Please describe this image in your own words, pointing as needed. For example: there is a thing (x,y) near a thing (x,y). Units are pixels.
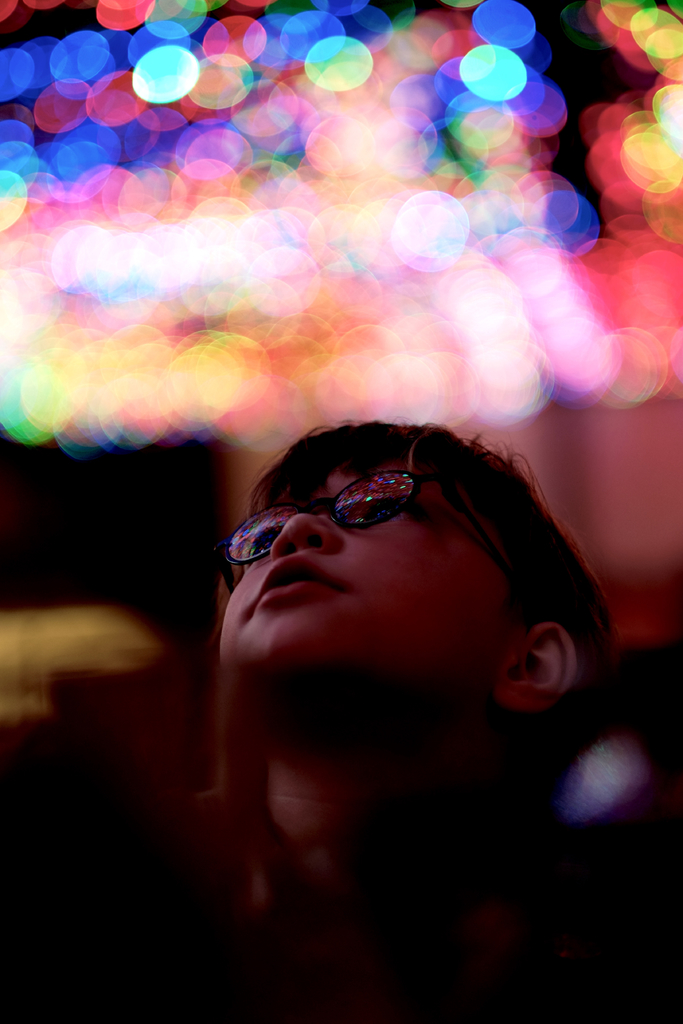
In this picture I can see there is a boy (523,760) standing and in the backdrop (255,352) I can see there are some lights (256,345).
